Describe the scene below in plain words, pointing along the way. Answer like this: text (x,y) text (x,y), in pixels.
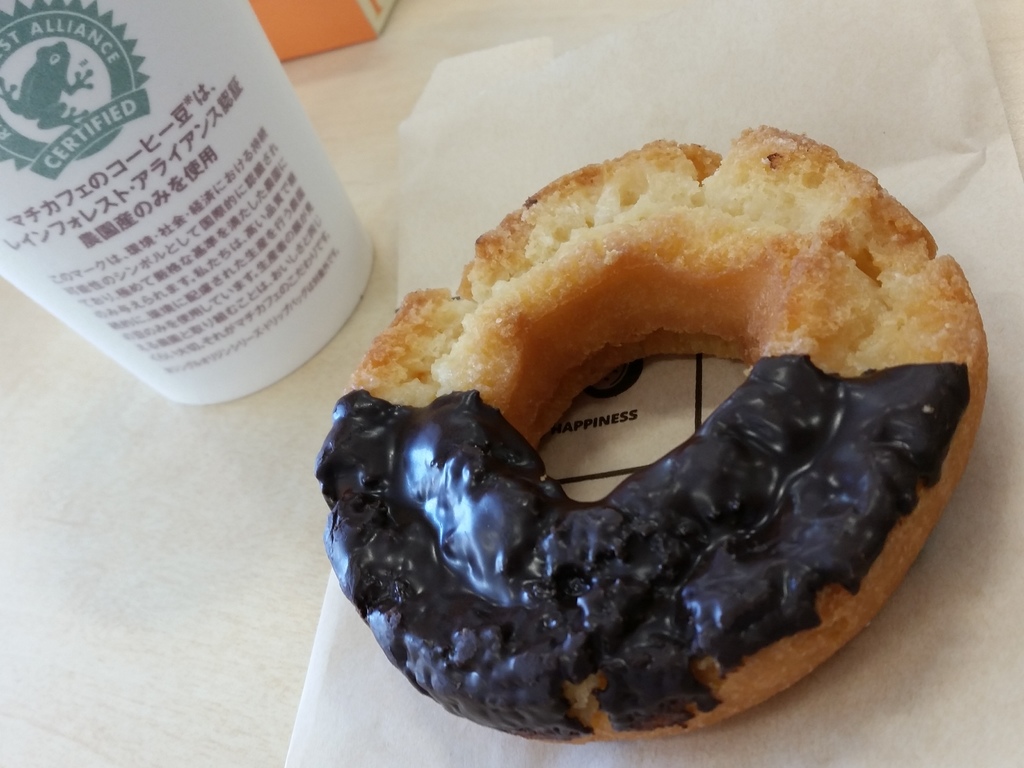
In this image we can see a food item (527,429) on the paper (919,684) and there is a cup (230,200) with text (180,187) and an object (321,12) on the table (259,405).
